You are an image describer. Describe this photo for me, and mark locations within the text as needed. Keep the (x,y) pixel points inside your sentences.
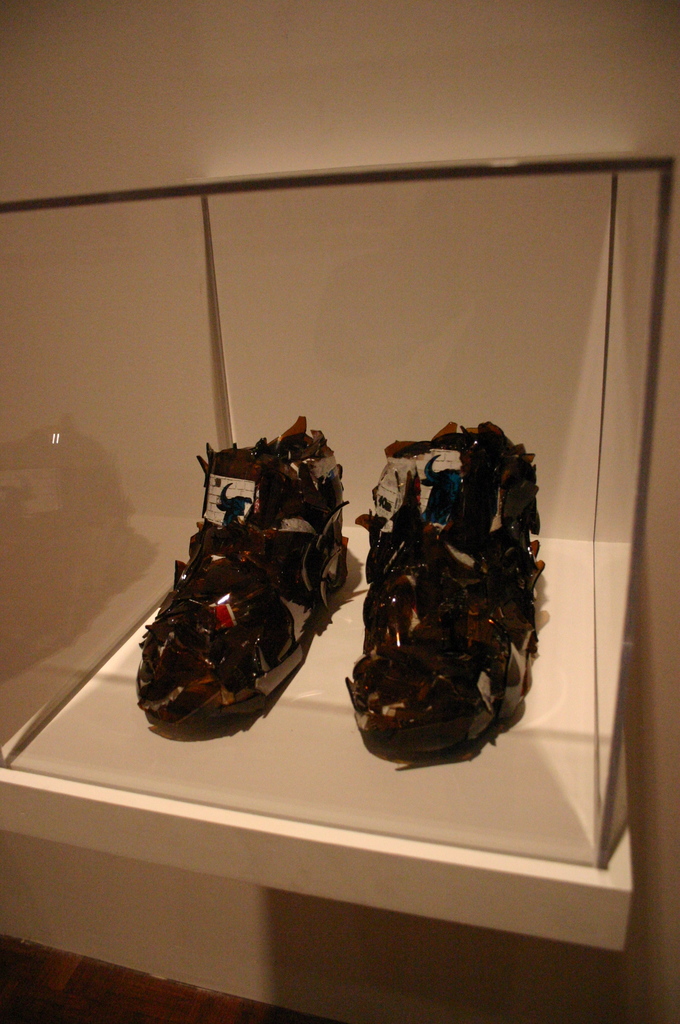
In this image there are shoe like structured objects (394,611) in a glass box (320,385) on the table (305,807). There are glass pieces (281,587) on the objects (267,608). Behind the box (219,385) there is a wall (223,114).
